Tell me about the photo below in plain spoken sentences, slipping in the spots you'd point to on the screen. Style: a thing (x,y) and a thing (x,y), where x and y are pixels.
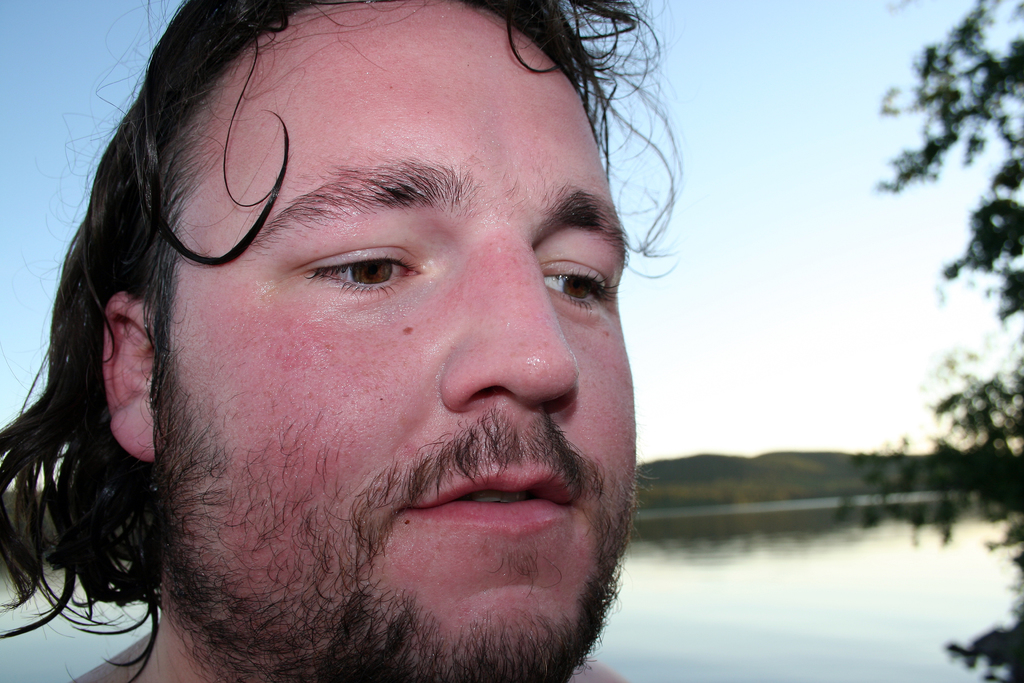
In the foreground of the image (586,412) there is a person (518,481). In the background of the image (676,465) there are mountains (653,490), sky (761,447) and water (803,559). To the right side of the image (971,397) there is tree (966,76).
